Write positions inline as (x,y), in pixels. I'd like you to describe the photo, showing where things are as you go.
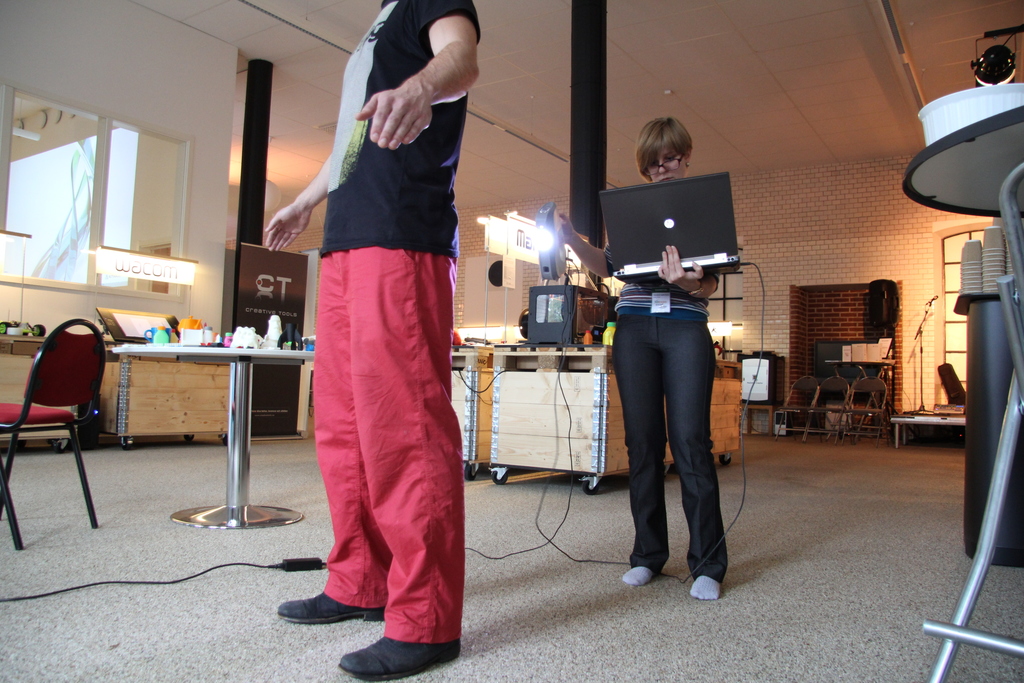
In the image we can see there are people (660,372) who are standing and the woman (647,293) at the back (653,231) is holding a laptop (654,256) and a torch (549,258) in her hand (672,265).
